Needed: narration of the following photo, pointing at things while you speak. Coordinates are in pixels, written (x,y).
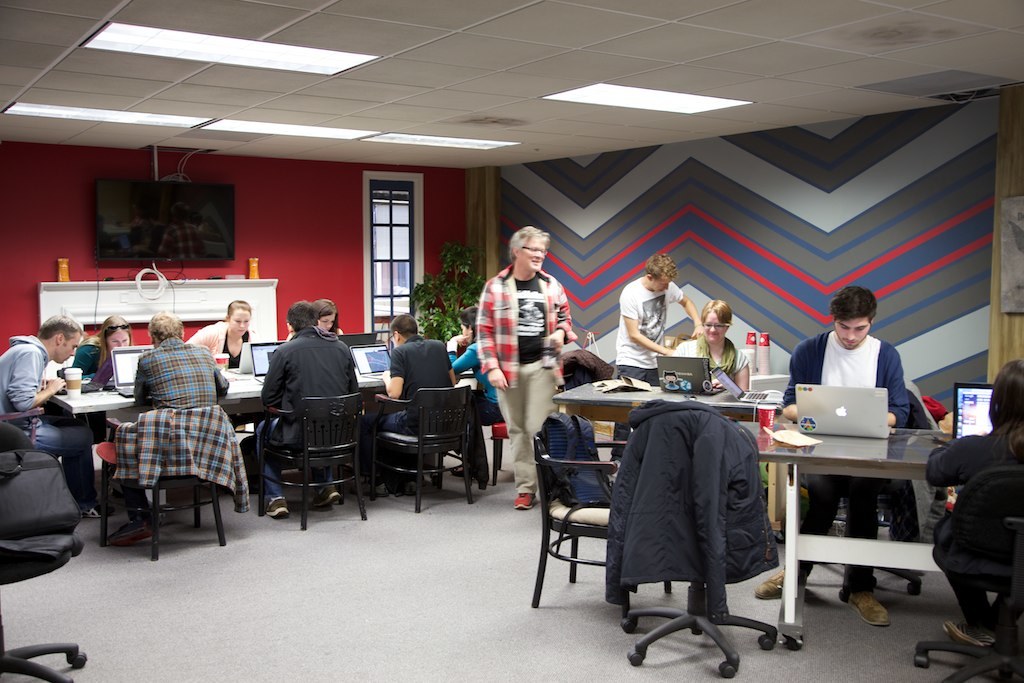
This image is clicked inside a room (562,394). There are lights (64,118) on the top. There are tables (645,394) and chairs (551,505). People (166,330) are sitting on chairs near the tables (815,471). On the tables (822,457) there are glasses (752,368), laptops (757,395), papers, cups (78,386), tissues (793,439). There is window (375,242) in the middle (413,258). There is a plant (419,301) in the middle (465,282).
